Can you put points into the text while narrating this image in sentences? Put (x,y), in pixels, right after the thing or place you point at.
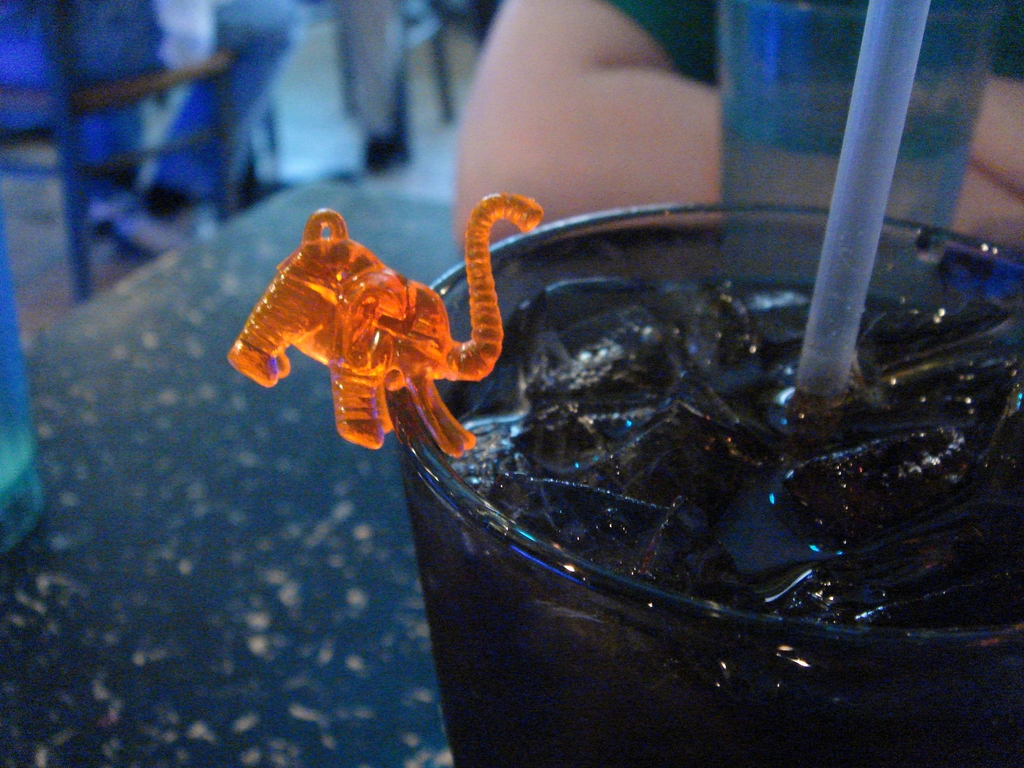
In this picture there is a glass (510,459) at the bottom right (873,717). In the glass (902,751) there are ice cubes (751,344), straw (851,363) and an elephant structure (414,340) is attached to the glass (441,482). Behind the glass (668,269), there is a person (982,127). On the top left (118,89) there is a person (207,110) sitting on the chair (114,86).
